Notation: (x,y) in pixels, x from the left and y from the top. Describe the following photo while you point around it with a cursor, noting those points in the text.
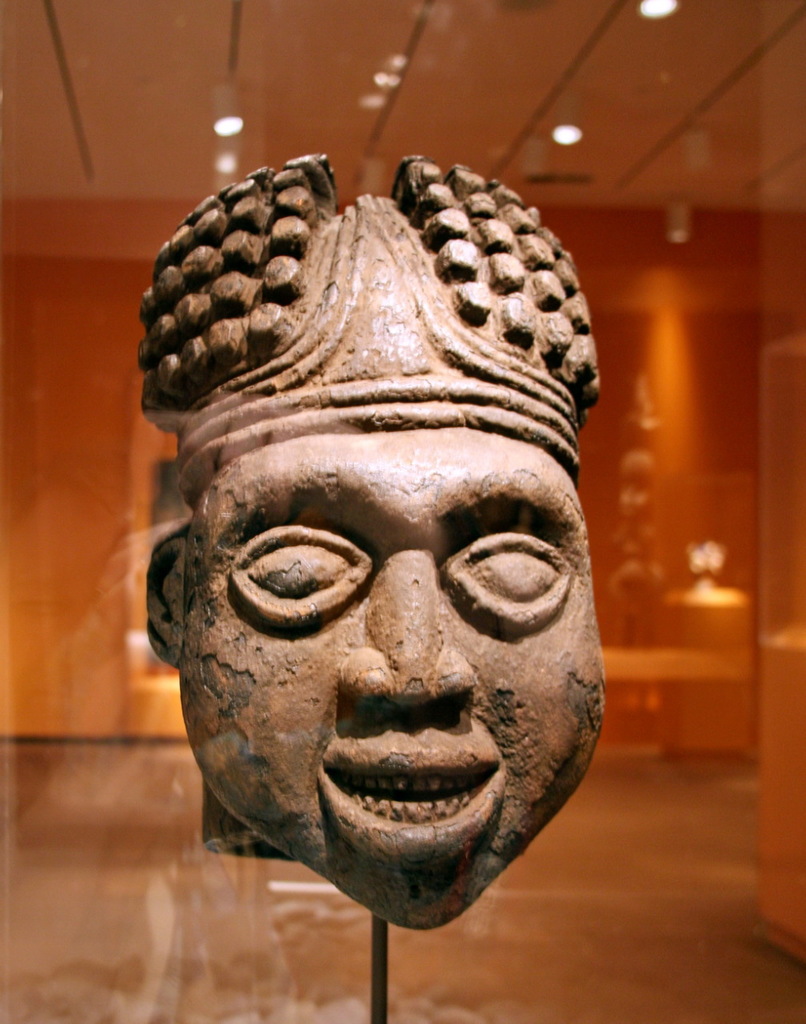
In this image we can see a sculpture (358,575) and a rod (374,962). In the background (718,541) there are lights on the ceiling (240,65), board (177,475), wall (725,414) and other objects (789,560).
